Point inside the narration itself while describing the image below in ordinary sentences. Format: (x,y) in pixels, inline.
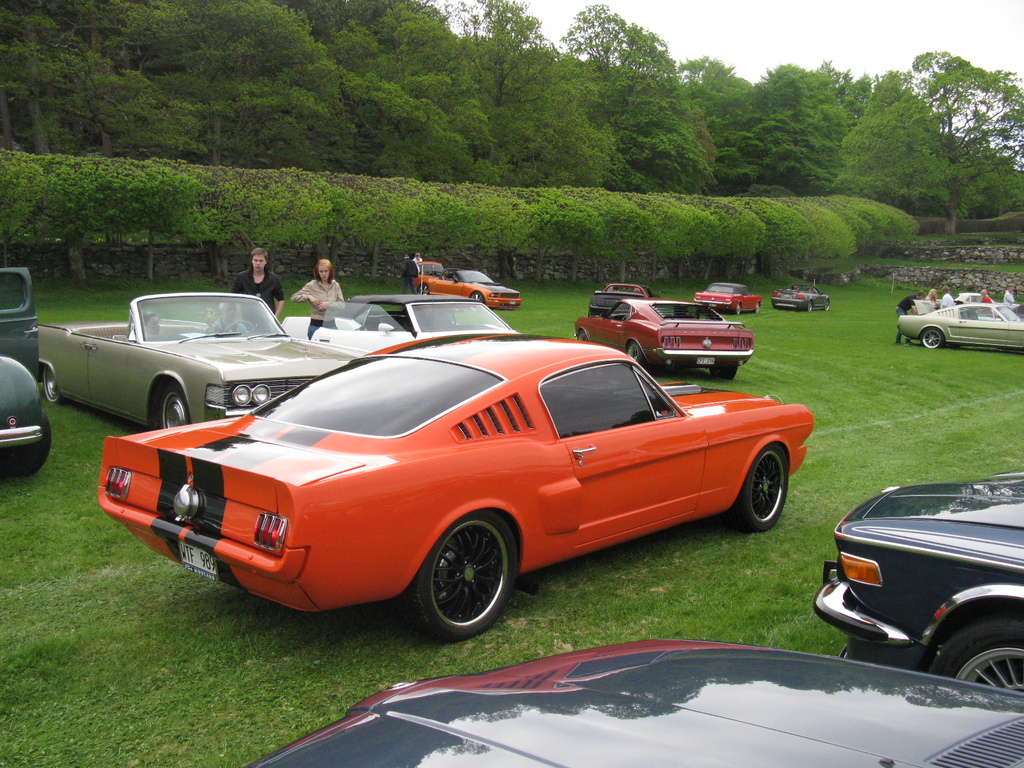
In the foreground of the picture (405,362) there are cars (546,381), people (313,296) and grass (362,285). In the center of the picture (539,268) there are trees (487,212). In the background (487,147) there are trees (663,93). Sky (797,48) is cloudy.
